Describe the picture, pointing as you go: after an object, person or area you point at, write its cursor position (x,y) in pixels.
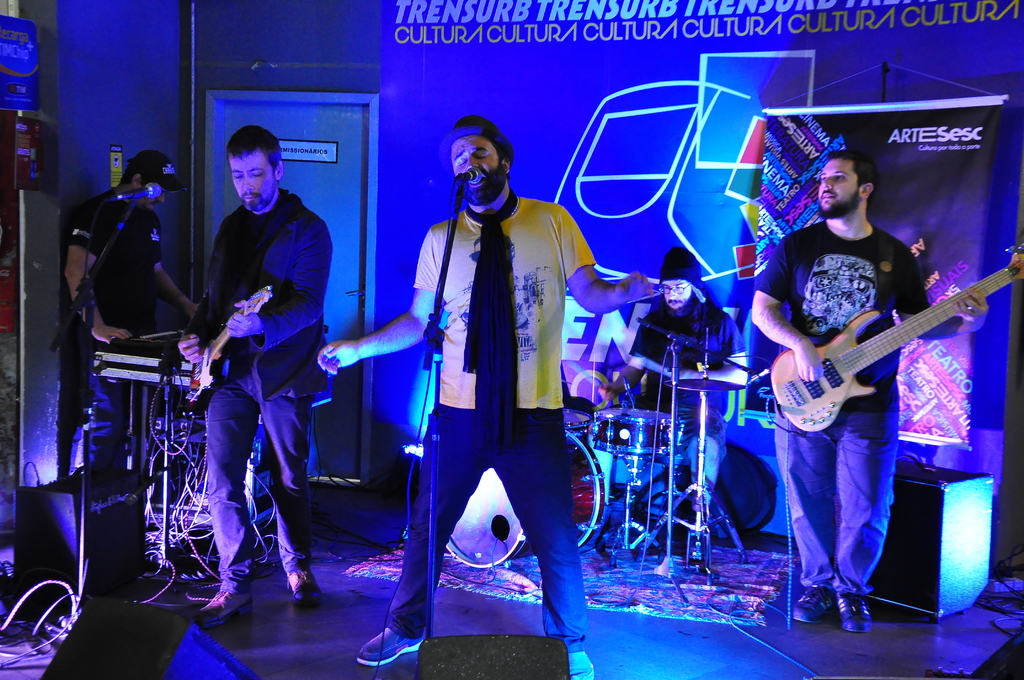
Here we can see a group of people (121,325) are standing, and here a person (255,268) is holding a guitar (261,288) in his hands (184,347), and here is the person (418,261) singing, and in front him is the microphone (466,175), and at back (658,310) a person (671,318) is sitting and playing drums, and here a person (113,330) is playing the piano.
